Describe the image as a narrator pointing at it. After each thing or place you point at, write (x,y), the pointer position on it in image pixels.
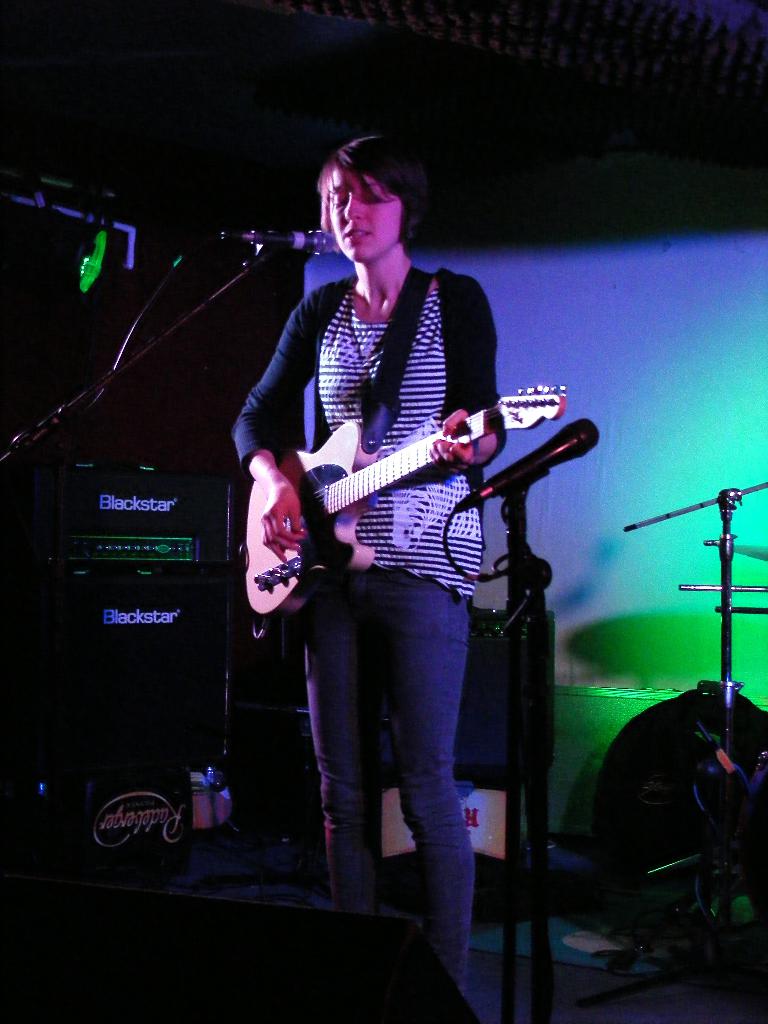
In this picture one woman (418,539) is standing in blue jeans (402,618) and black shirt (447,378) where she is playing a guitar (487,408) in front of the microphone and behind her there are speakers (513,668), one bag (752,731) and a big curtain (701,291).
